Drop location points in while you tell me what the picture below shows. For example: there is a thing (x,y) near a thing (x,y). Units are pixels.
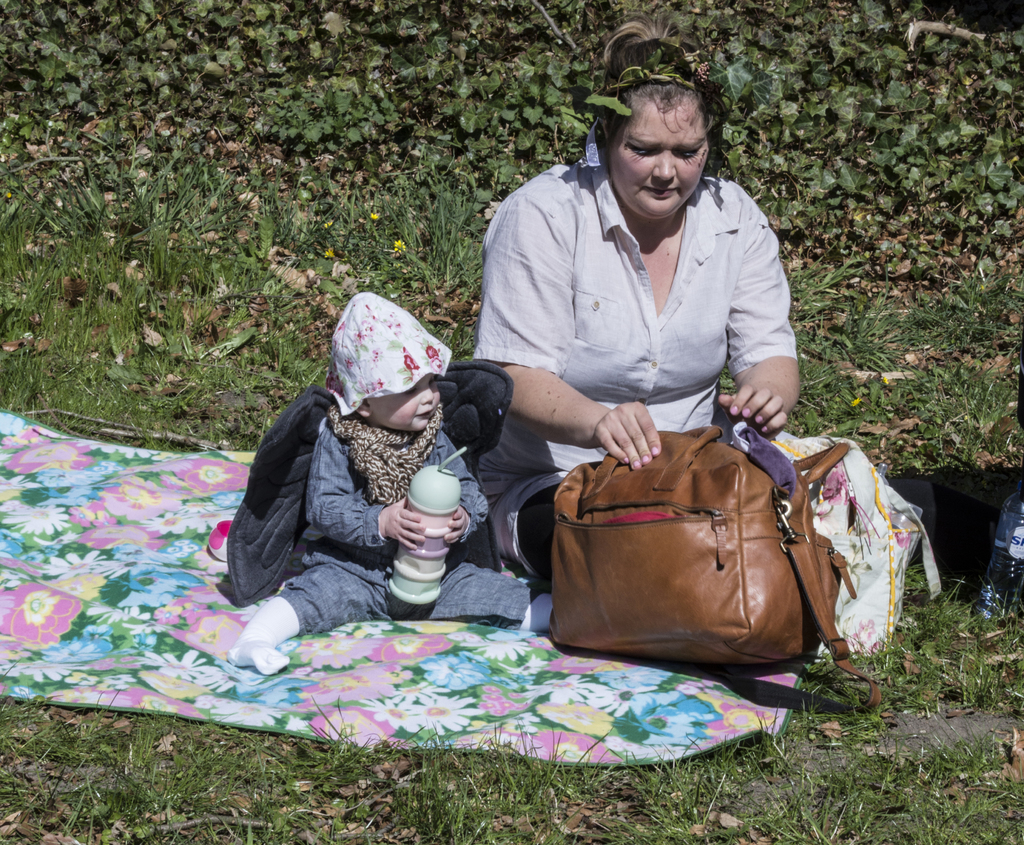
This image consists of two persons (374,464). One is child (454,516), other one is a woman (691,381). They are sitting on the blanket (385,624) which is placed on grass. Woman (703,423) is holding a bag (744,492) which is in brown color. There is a bottle (1012,581) in the right side (1019,568).
